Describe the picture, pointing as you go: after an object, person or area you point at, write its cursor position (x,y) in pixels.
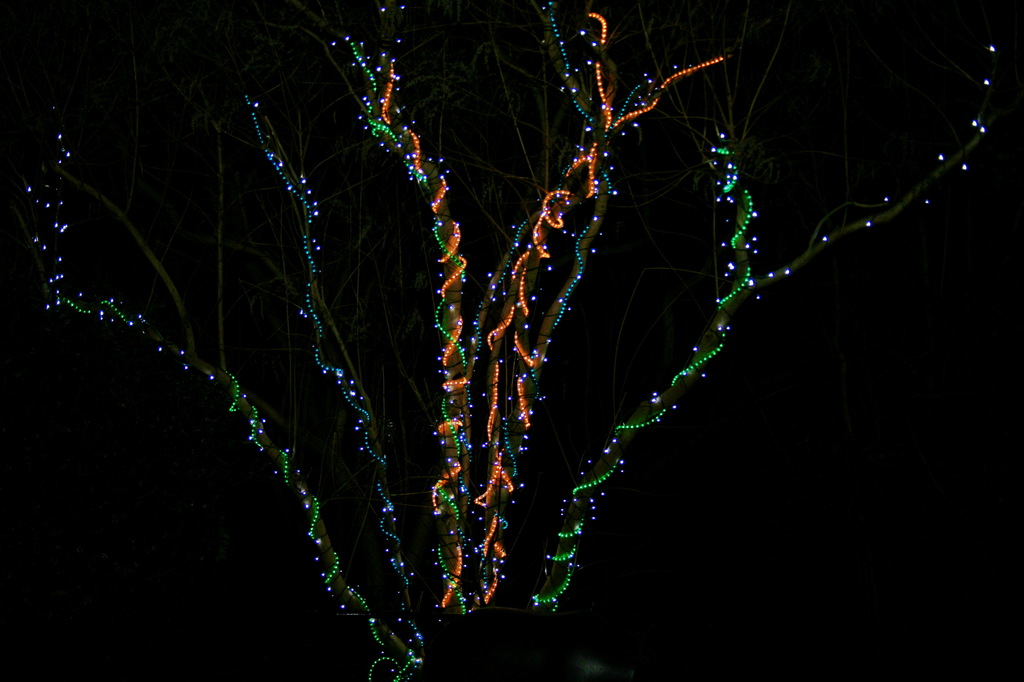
In this picture we can see lights (509,321) on the tree (643,405).
